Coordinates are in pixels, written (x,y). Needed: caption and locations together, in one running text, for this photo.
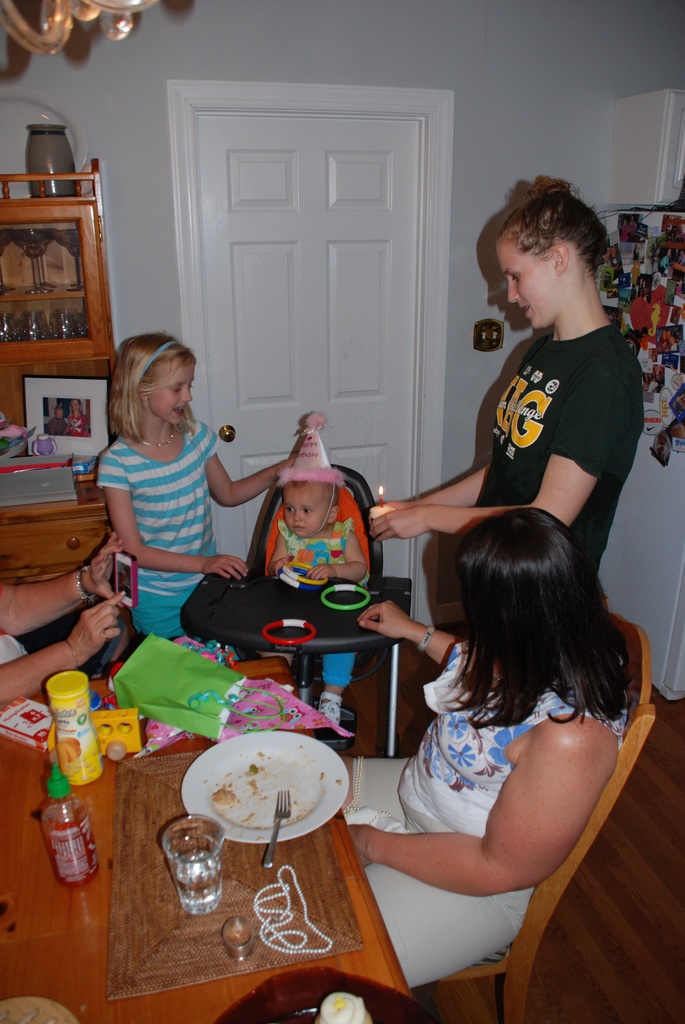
In this picture one women (490,465) standing here and feeding to the baby (317,523) and the other girl (160,497) is standing beside to the baby (300,497) and one girl (465,754) is sitting on the chair (529,923) in front of them there is a table (41,924) one plate (284,768) glass of water (191,863) and they are some eatable things (81,722) and one person (5,639) is taking a picture with camera (130,577) and it look like a room (262,257) it consists of door (309,265) and there are some shelves (60,299).
